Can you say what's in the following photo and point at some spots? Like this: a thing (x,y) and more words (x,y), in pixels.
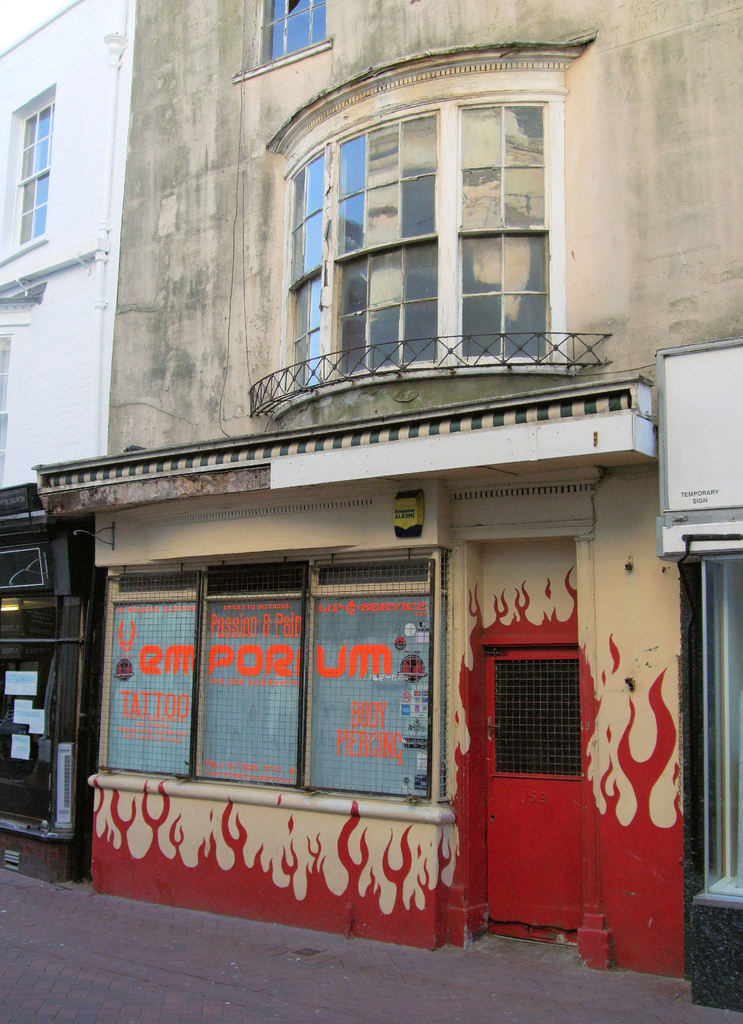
there is a old building (505,170) and i can see red color door (498,857) where we can get access to go inside and also i can see painting (412,913) on the wall (384,903) which is in red and i can see building (394,60) designed with the windows (294,361) which is designed with glass (543,190) and i can see grill (582,341) and also i can also see window glass (296,10) which is broken, the window glass (300,24) is broken, this is very old building (207,214) next to it i can see a white color building (60,121) and a window (35,111) which is designed with a glass (50,115).
